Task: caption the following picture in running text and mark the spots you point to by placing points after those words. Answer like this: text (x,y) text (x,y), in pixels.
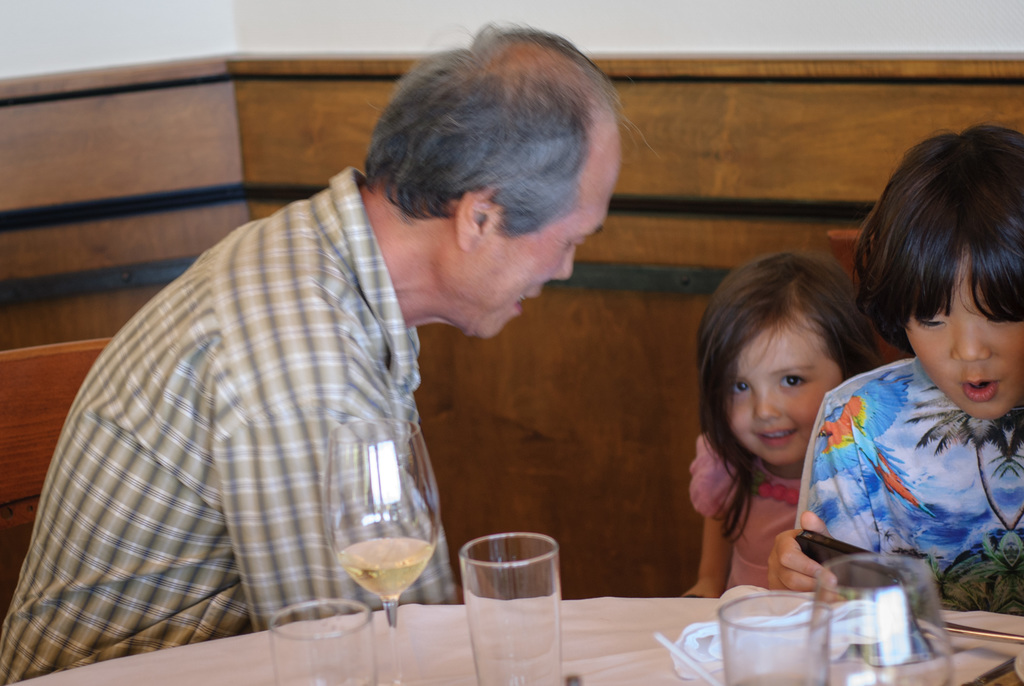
In the image there is an old man (402,318) and two kids (789,300) sitting in front of table (174,676) with glasses (415,550) and cups (475,616) on it and behind it there is a wall (305,111).
